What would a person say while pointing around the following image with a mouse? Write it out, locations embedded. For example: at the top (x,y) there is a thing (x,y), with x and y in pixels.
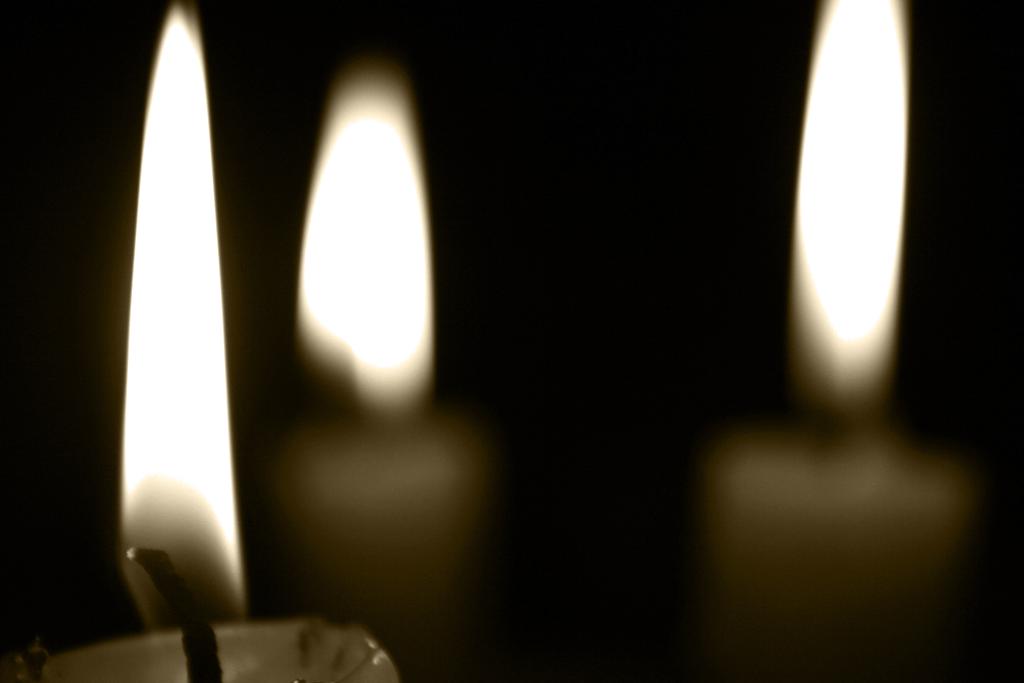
This picture consists of candles (355,410) in the image.
